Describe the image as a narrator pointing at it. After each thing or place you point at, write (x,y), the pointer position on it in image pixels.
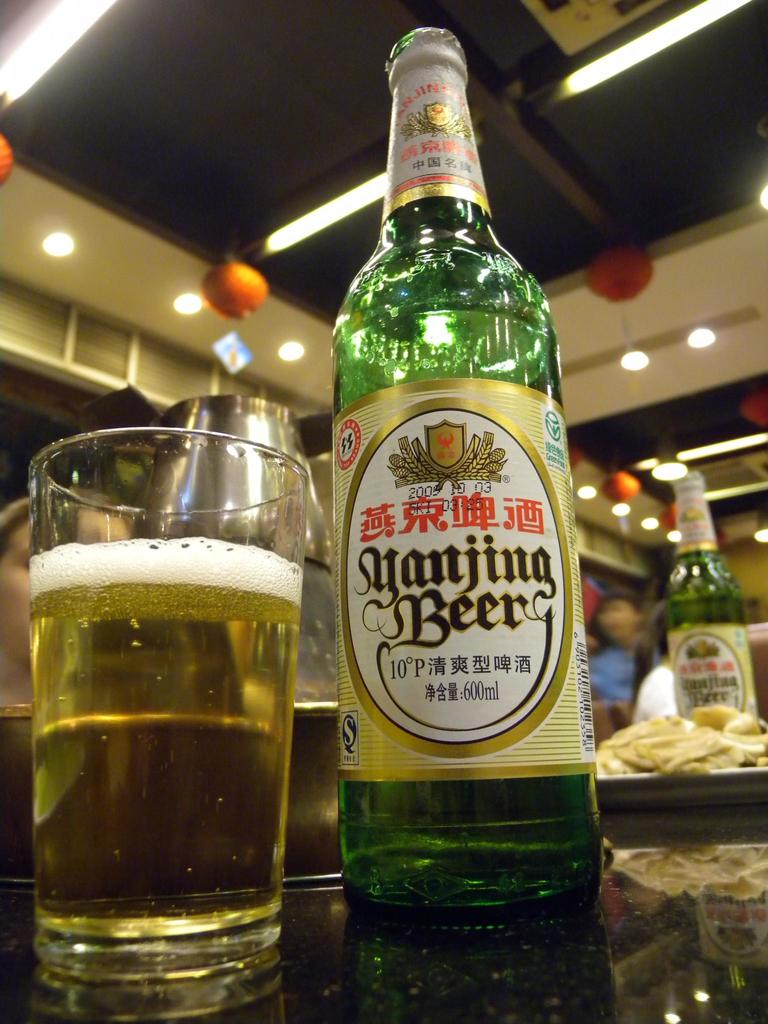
In this image I can see a bottle (428,603) and a glass (213,778).
